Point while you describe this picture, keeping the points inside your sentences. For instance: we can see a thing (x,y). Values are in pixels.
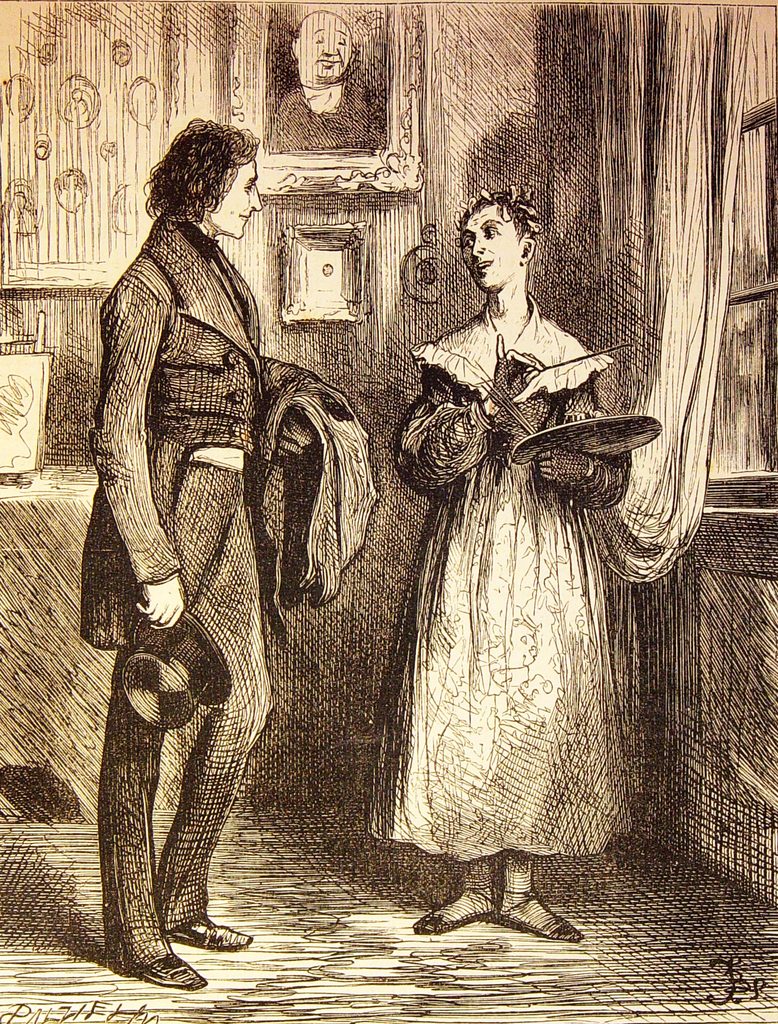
As we can see in the image there are two people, photo frames (346,258), wall (392,216), curtain (614,281) and a window (773,237).
